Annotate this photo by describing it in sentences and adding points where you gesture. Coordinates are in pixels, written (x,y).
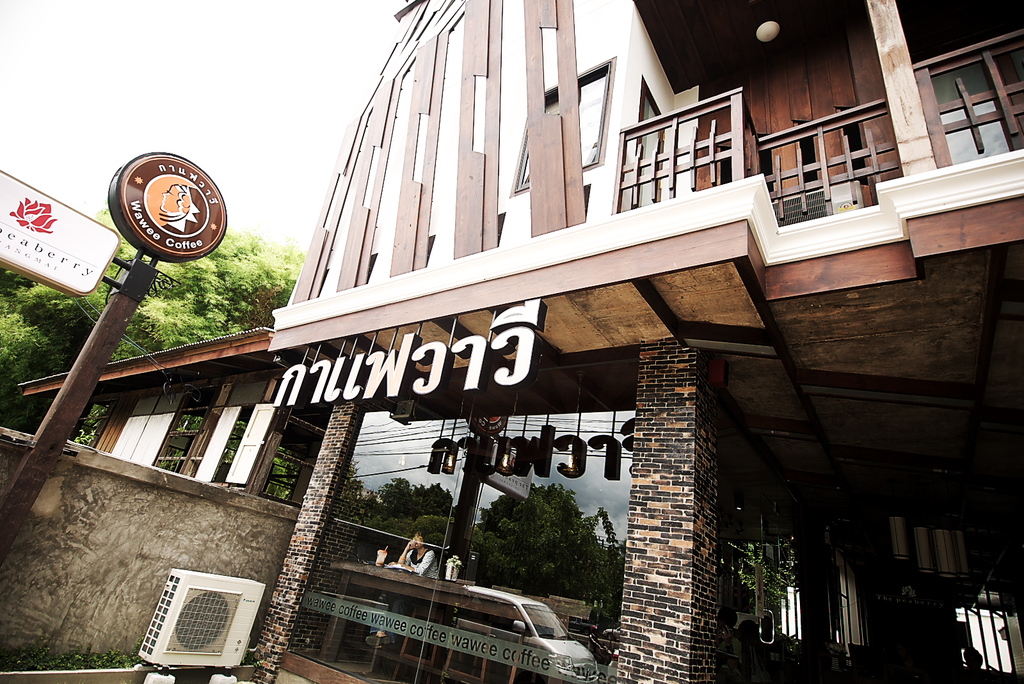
In this picture I can see a building (557,238) in front (429,146) and in the center of this image (401,343) I see few alphabets (392,358) and on the left side of this image (61,410) I see a pole (22,477) on which there are 2 boards (49,196) and I see something is written. In the background (104,217) I can see the trees (49,355) and the sky (164,88).
